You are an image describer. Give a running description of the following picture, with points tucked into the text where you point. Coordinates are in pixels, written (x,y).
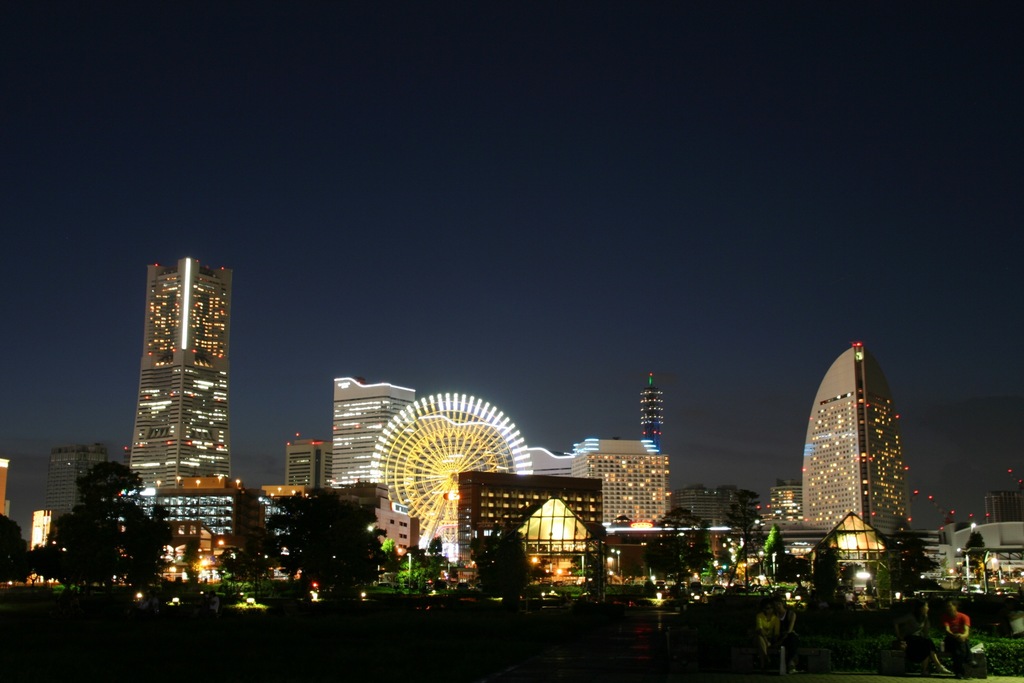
In this picture I can see few buildings (692,497) with lighting (436,431) and i can see few people (784,638) seated and few trees (324,554) and the picture is taken in the dark.
